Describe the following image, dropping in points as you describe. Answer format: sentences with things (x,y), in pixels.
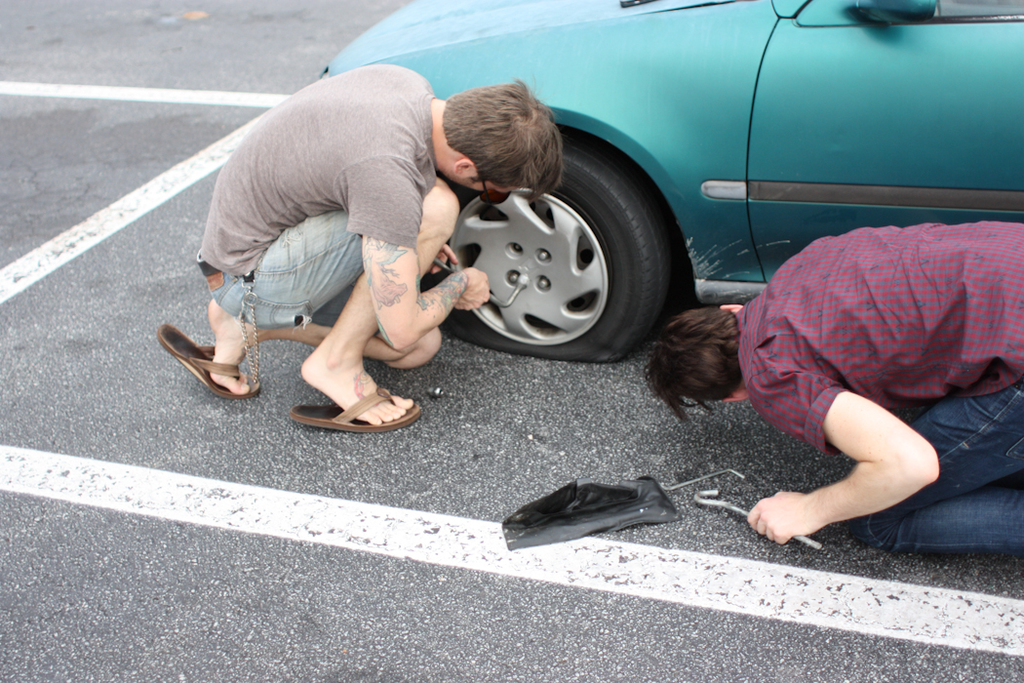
In the middle of the image (356,312) two persons (964,275) are holding some tools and sitting on the floor (924,625). Behind them there is a vehicle (971,28).
